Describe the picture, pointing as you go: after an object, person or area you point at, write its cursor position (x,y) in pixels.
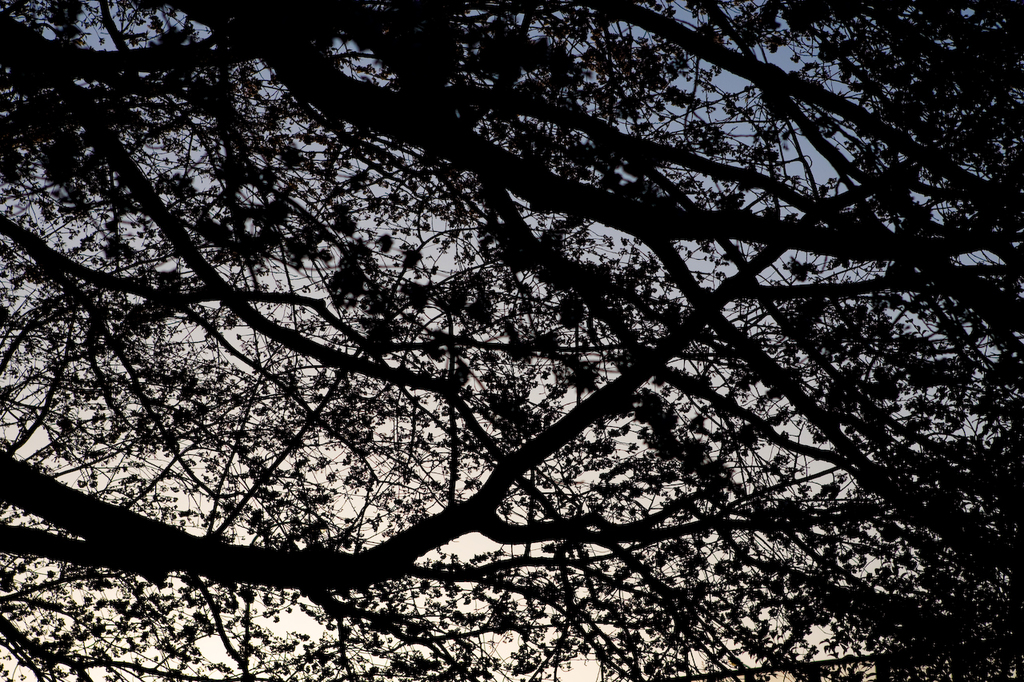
In this picture I can see tree branches (435,353) and a cloudy sky (382,501).
